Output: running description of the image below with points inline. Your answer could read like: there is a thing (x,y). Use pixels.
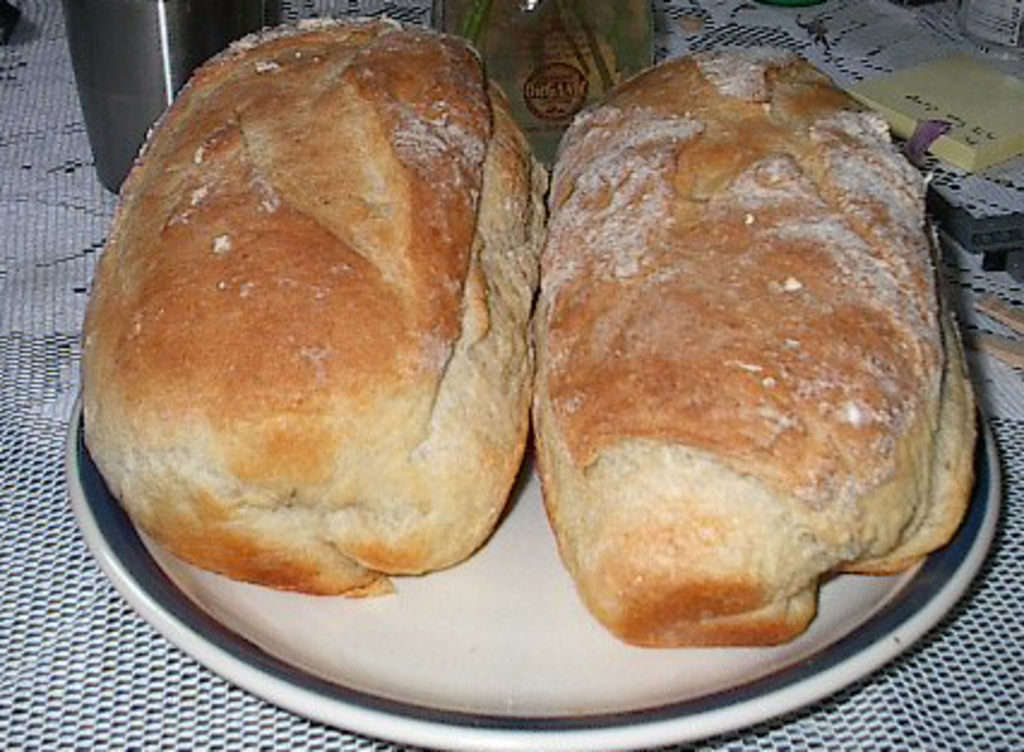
In this image there is a plate (100,563) on the surface (44,280), there is food (661,404) on the plate (530,648), there are objects (115,69) truncated towards the top of the image (968,89), there is an object (974,73) truncated towards the right of the image (972,110), there is a cloth (56,375) truncated.
